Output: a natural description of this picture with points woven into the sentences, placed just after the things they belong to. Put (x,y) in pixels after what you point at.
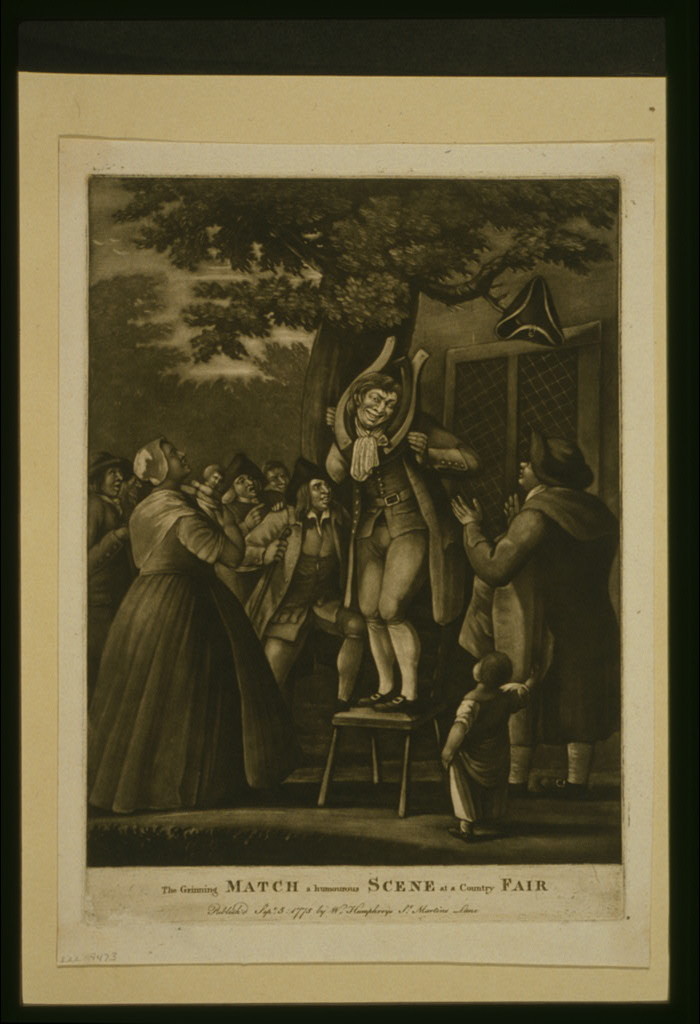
In the center of the image (266,611) there is a poster (266,611). There are people (342,548) in it. At the bottom of the image (264,885) there is text (290,886).
